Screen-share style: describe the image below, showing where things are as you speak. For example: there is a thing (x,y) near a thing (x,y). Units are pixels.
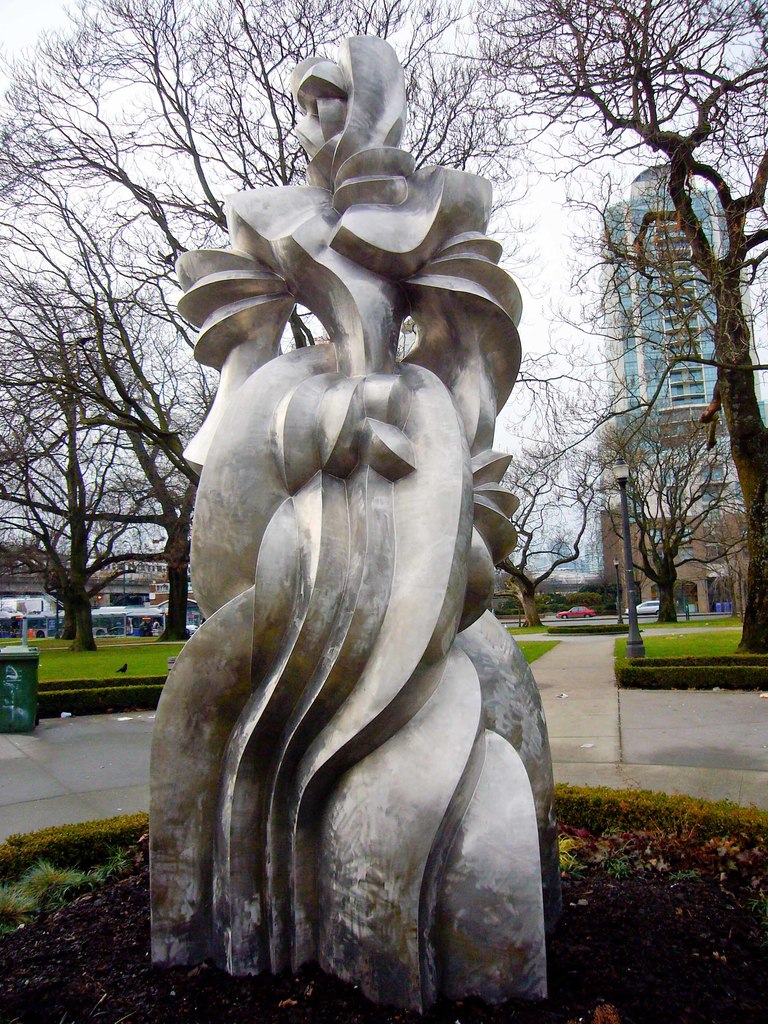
In this picture we can see a statue (381,498) in the front (407,528), in the background (594,513) there are buildings (668,442), trees (64,554), vehicles (145,627) and poles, on the left side (24,673) there is a dustbin (29,701), we can see grass (138,640) at the bottom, there is the sky (144,66) at the top of the picture (58,9).
